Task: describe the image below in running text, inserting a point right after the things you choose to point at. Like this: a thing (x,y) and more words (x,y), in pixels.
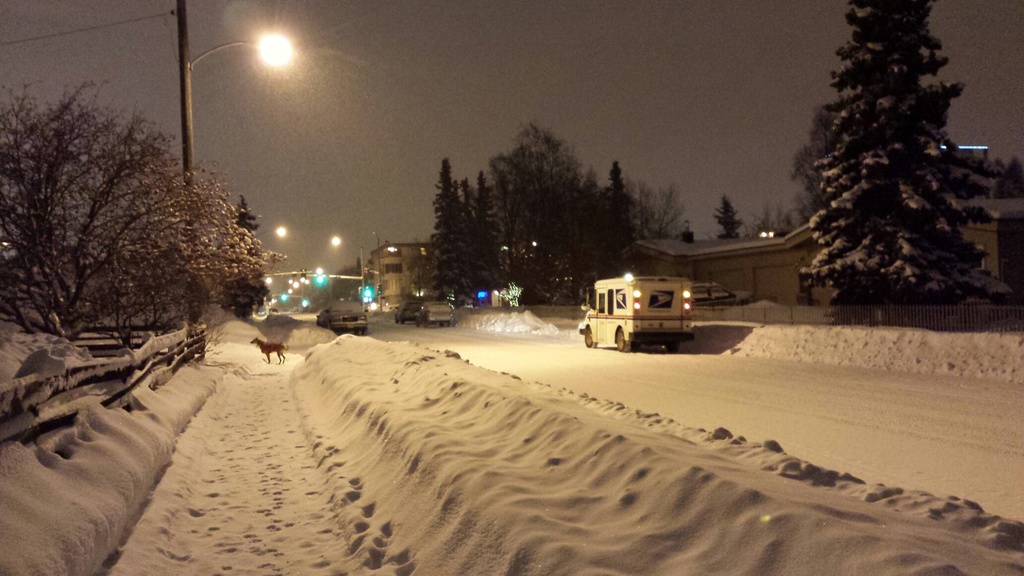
In this image we can see motor vehicles (626,319) and dog (272,343) on the snow (414,454). In the background (711,129) we can see sky (583,54), street pole (177,8), street lights (283,226), trees (79,278), iron grill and buildings (742,256).
